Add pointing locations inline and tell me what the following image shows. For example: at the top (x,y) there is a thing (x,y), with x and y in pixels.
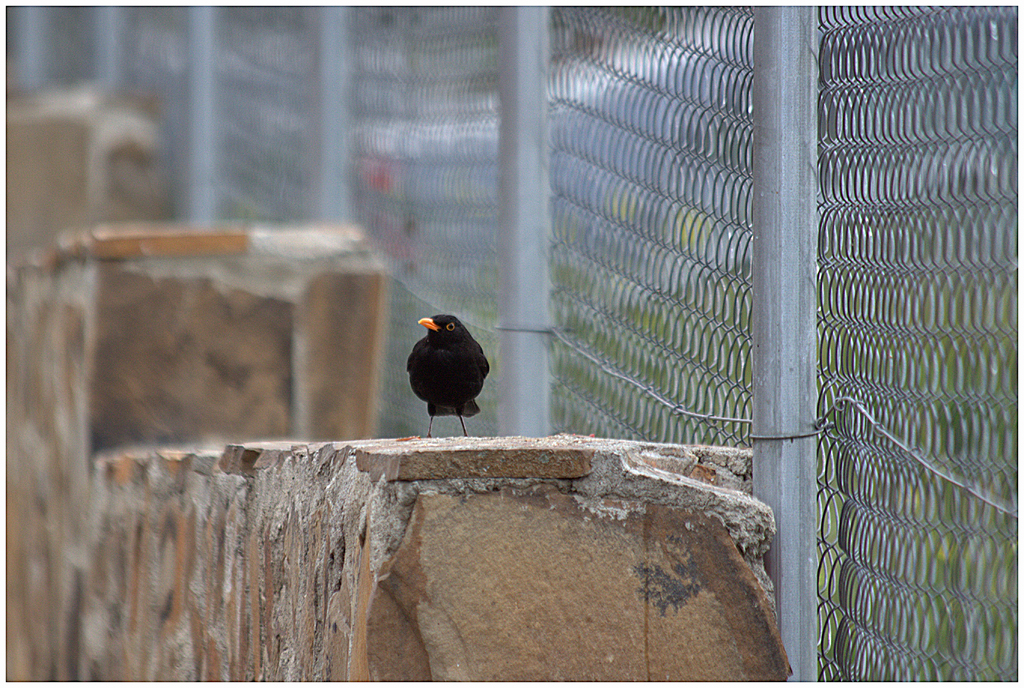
In this image in the center (456,378) there is one bird (441,363) on the wall (433,444), at the bottom (550,484) there is wall (641,558). On the right side (781,434) there is a net (819,269) and some poles (788,346).
